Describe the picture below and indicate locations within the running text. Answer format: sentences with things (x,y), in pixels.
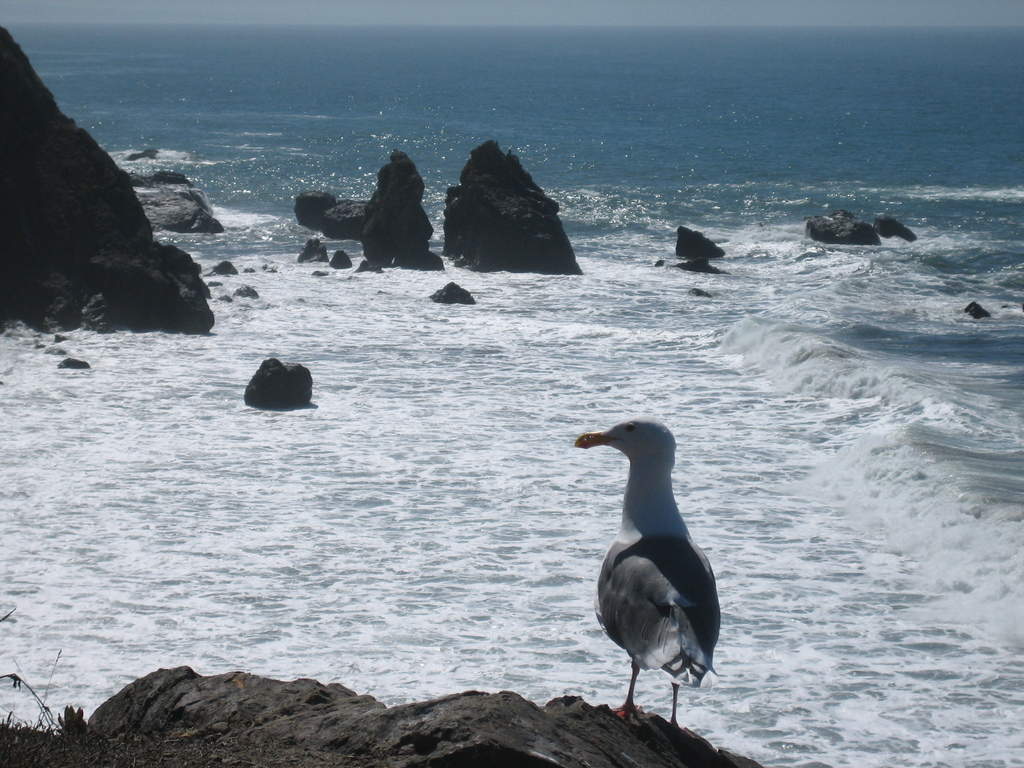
In this picture we can see a bird (700,666) standing on a rock (188,715) and in the background (715,704) we can see water (299,94), rocks (32,206).
